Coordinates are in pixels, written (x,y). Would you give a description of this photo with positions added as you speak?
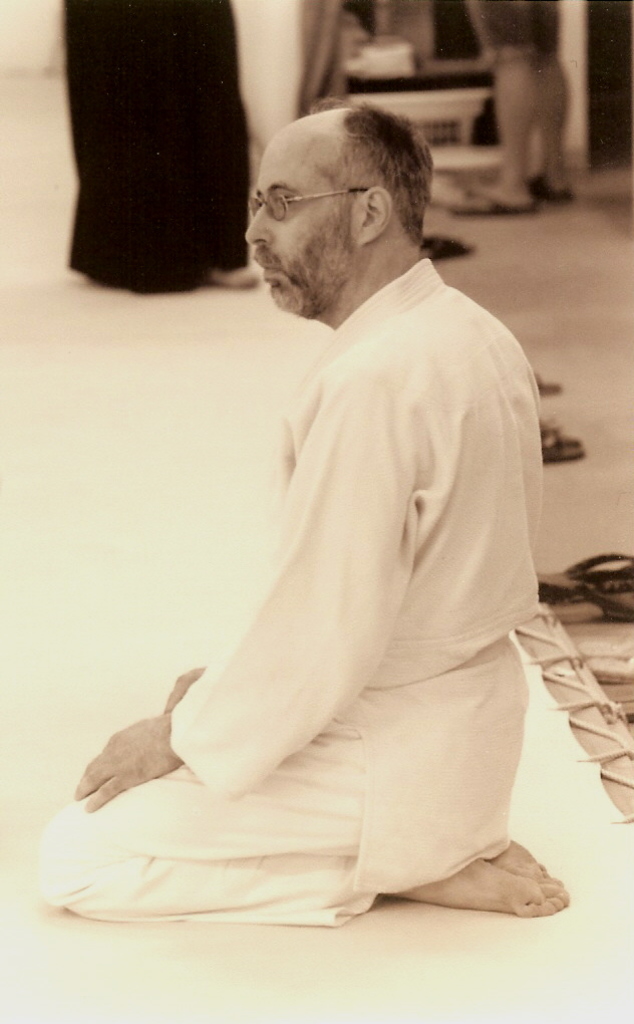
In this image I can see a person (391,607) sitting on his knees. There are persons (176,18) and there are some other objects (438,58) in the background (467,61).
